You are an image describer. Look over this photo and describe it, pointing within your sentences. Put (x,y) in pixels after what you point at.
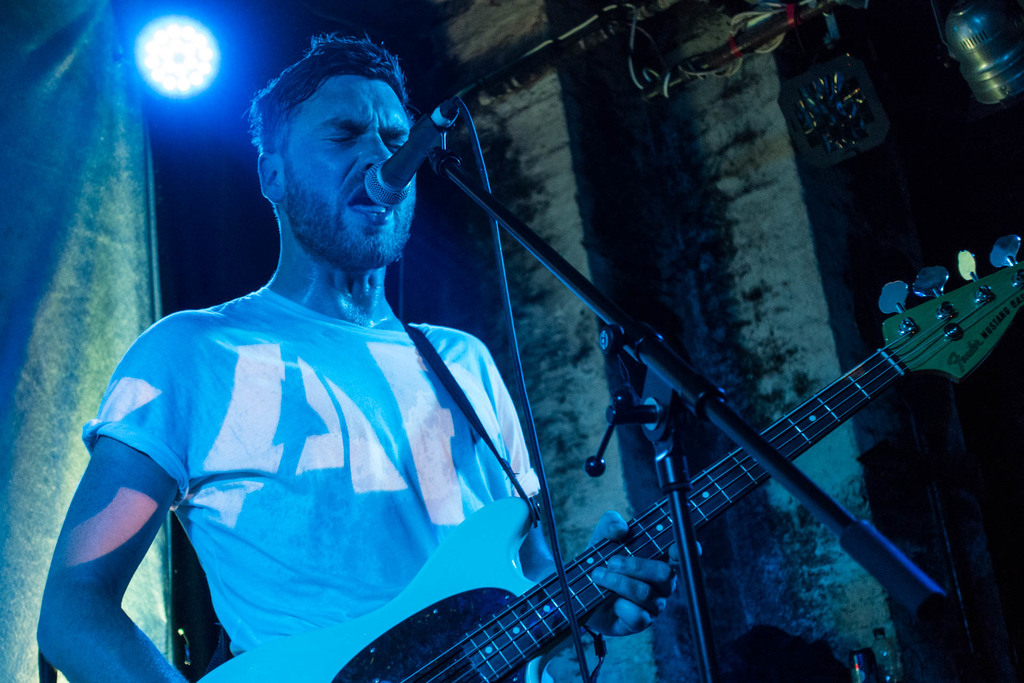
In this image I see a man (294,399) who is wearing a t-shirt (285,454) and I see that he is holding a guitar (516,586) and there is a tripod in front of him on which there is a mic (378,199). In the background (421,270) I see the light (189,89) over here and I see the wall (654,312) over here and I see the cloth (39,221) over here.
